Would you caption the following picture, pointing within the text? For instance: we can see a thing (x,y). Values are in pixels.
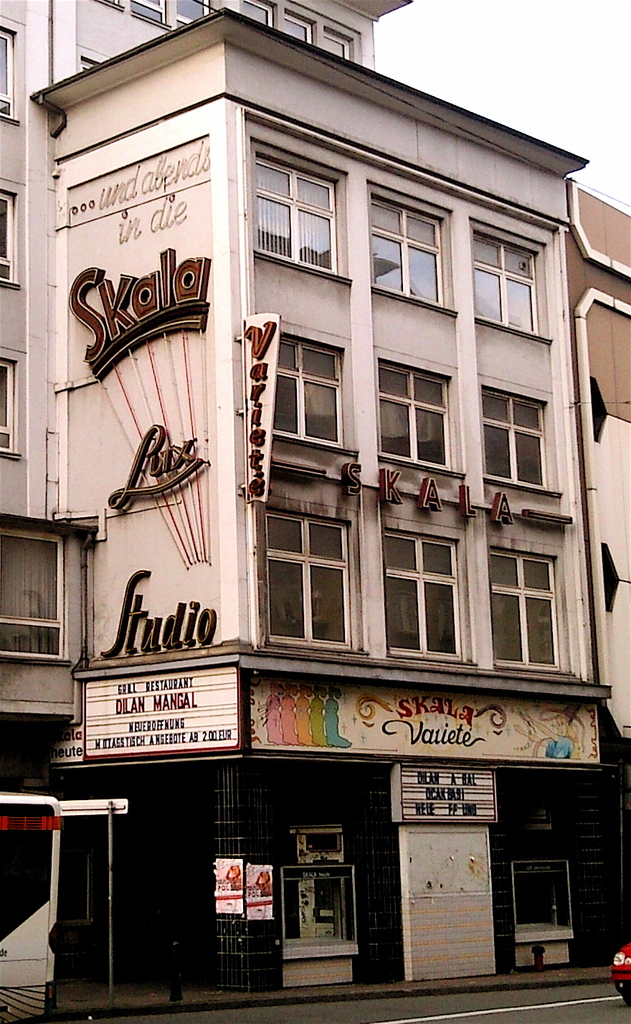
This image consists of a building (294,426) along with windows (328,619). At the bottom (536,857), we can see a shop (412,972) and a road (558,995) along with a car (627,971). In the front (558,740), we can see boards (272,728) on the building (241,749). At the top (511,38), there is sky (511,38).
